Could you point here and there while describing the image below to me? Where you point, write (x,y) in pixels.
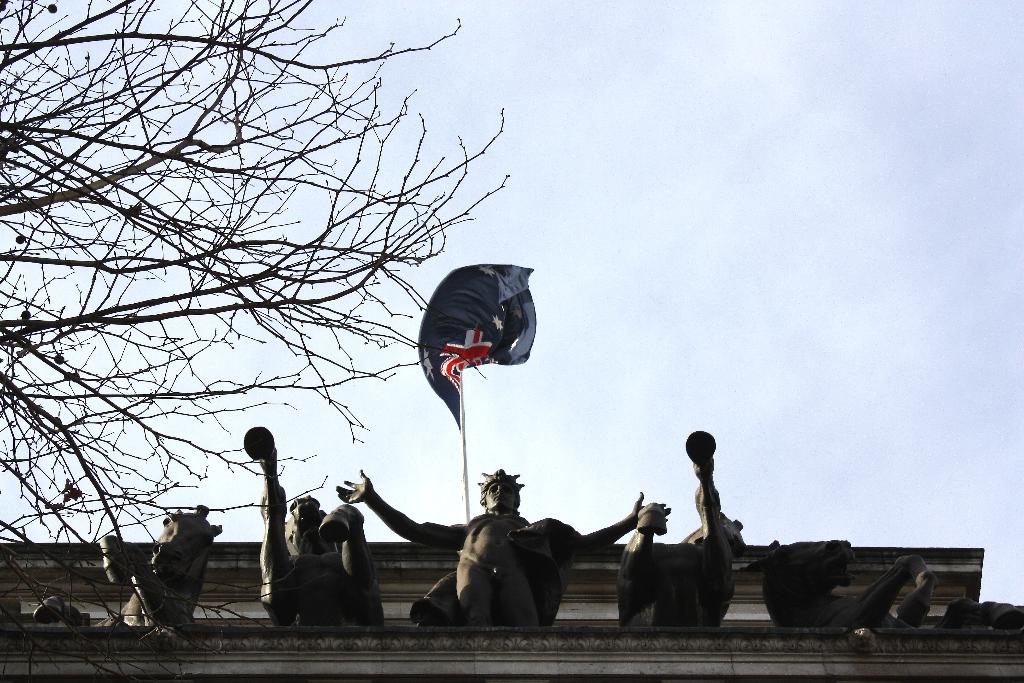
In this picture I can see there is a building (385,551), there are statues (475,541), flag pole (463,465), flag (437,310) and the sky (299,327) is cloudy.
